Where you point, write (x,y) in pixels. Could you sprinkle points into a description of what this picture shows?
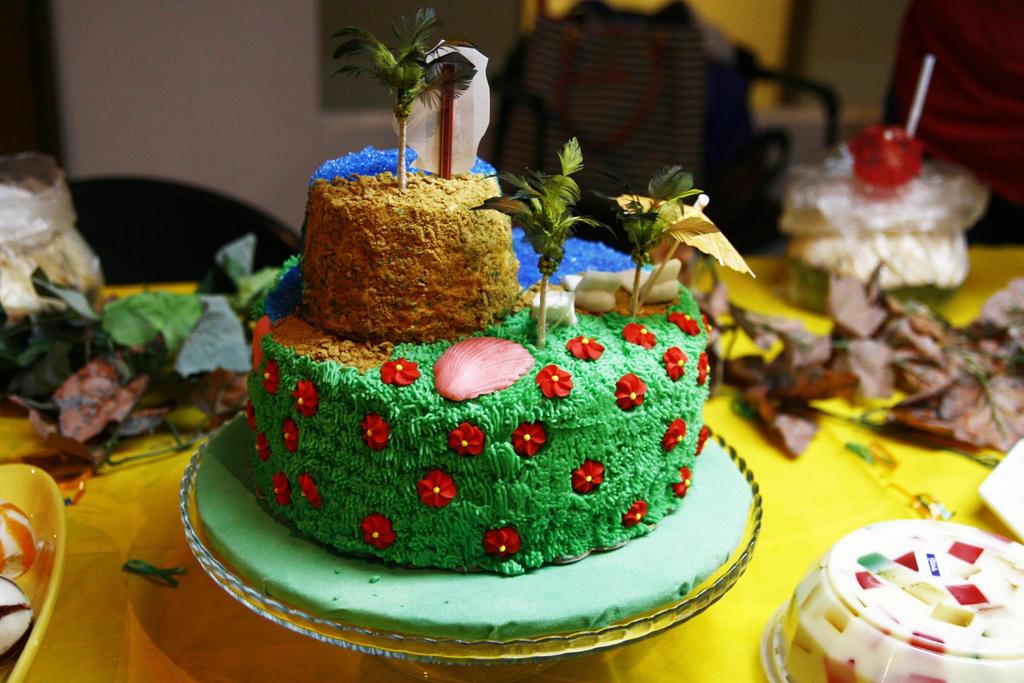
In this image, we can see desserts (442,347) and there are decor items (544,256) and bowls (30,567) and some other objects (589,637) on the table (155,655). In the background (589,42), there is a cloth (613,81), a wall (153,90) and a person (956,97).
